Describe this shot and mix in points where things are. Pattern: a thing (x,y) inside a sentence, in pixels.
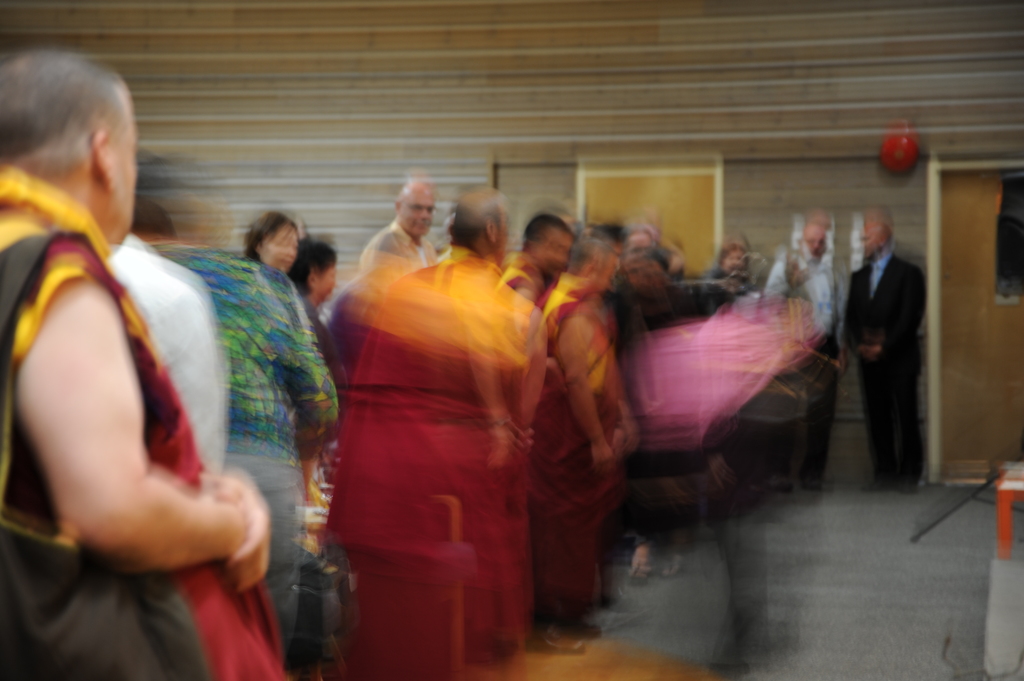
In this image is slightly blurred, where we can see these people (47,438) are standing on the floor (693,557) and here we can see a few objects (1021,466). In the background (347,189), we can see the wall (1019,125) and the door (964,283).
